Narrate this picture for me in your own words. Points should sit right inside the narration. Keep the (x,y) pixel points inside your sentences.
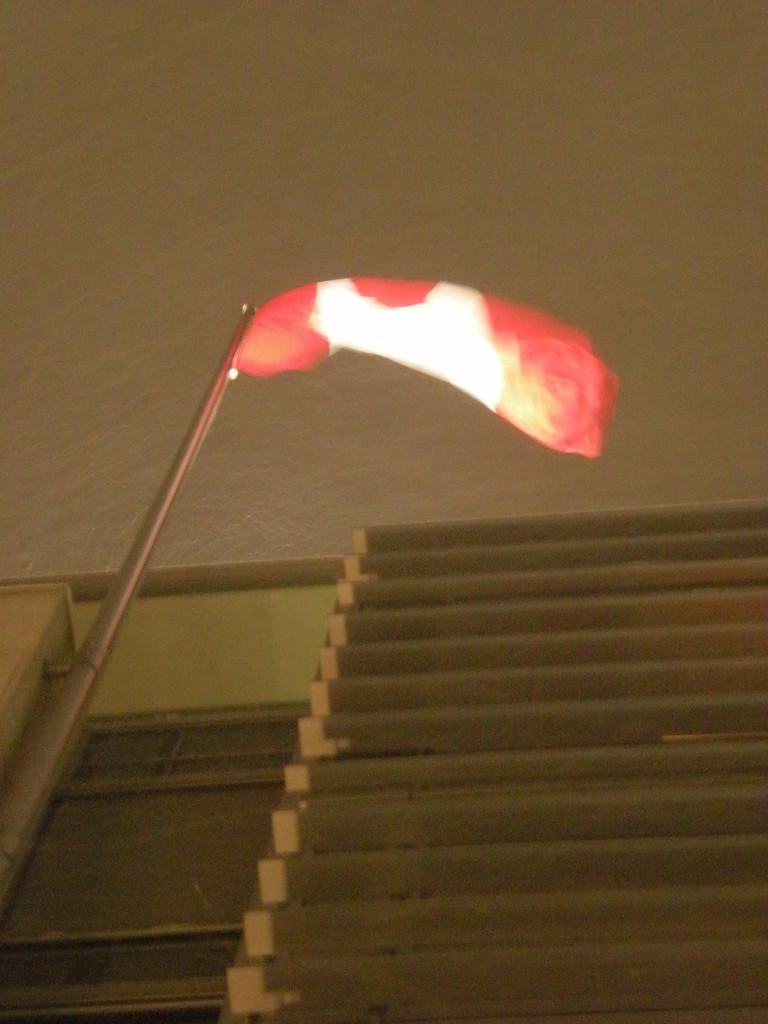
In this image I can see a metal rod (47,740) and I can see a red colour thing (503,414) over here.
